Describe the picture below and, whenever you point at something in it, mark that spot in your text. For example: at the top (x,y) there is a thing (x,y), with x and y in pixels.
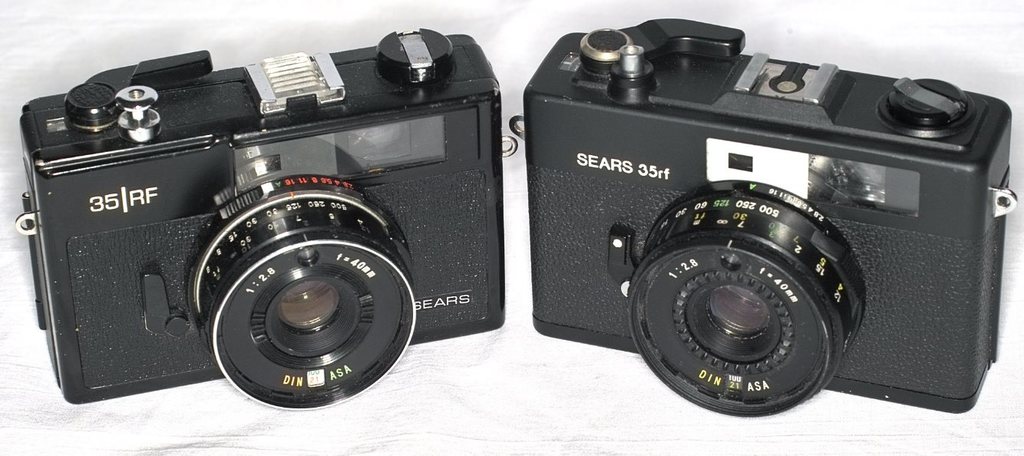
In this image there are cameras (401,212).
